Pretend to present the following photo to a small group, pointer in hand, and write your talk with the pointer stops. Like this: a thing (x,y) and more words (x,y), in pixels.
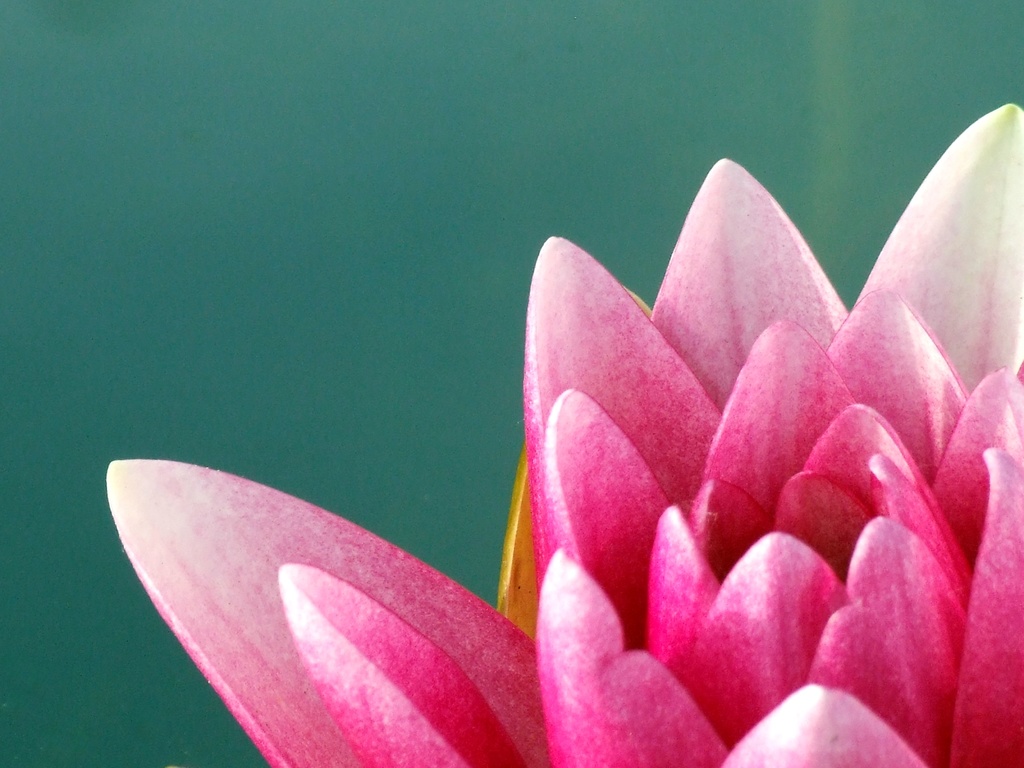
This image consists of a flower (533,598) in pink color. In the background (454,116), there is green color.
